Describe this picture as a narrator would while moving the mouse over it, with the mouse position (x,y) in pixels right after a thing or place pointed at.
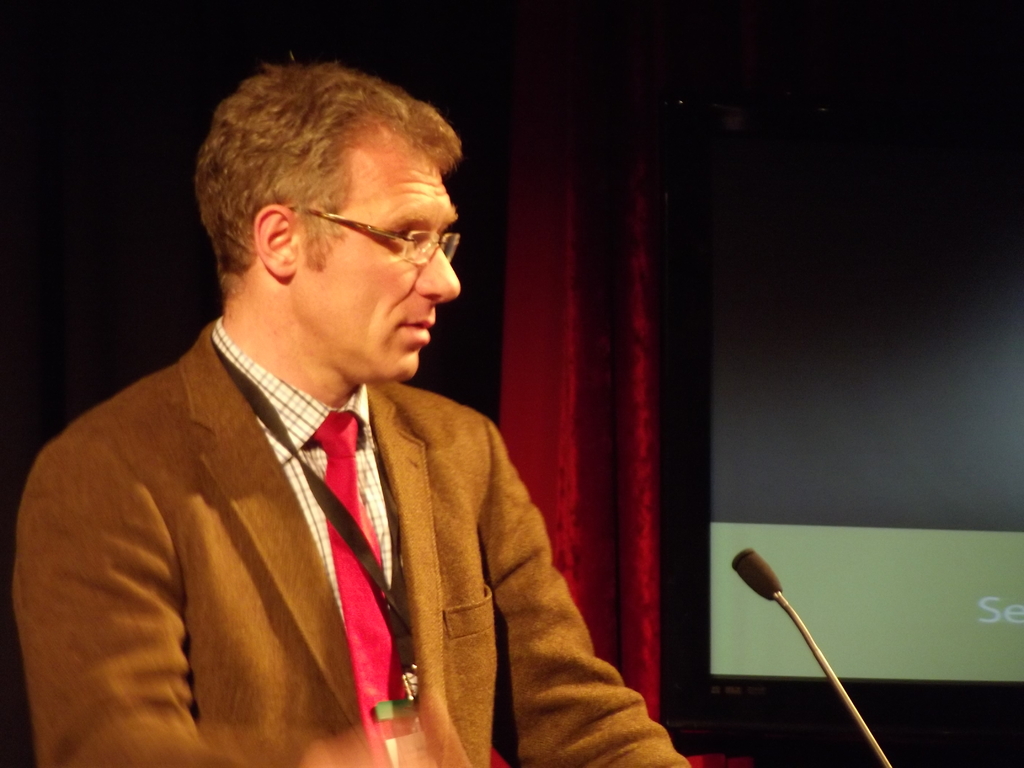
On the left corner of the picture (190,577), man (329,453) in white shirt (297,404) and brown blazer (258,597) is standing. In front of him, we see a microphone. He is even wearing spectacles (425,243), tie (331,553) and ID card (401,702). Behind him, we see a curtain (533,342) in red color and we even see a board (725,536) in black and green color. In the background (172,118), it is dark.
